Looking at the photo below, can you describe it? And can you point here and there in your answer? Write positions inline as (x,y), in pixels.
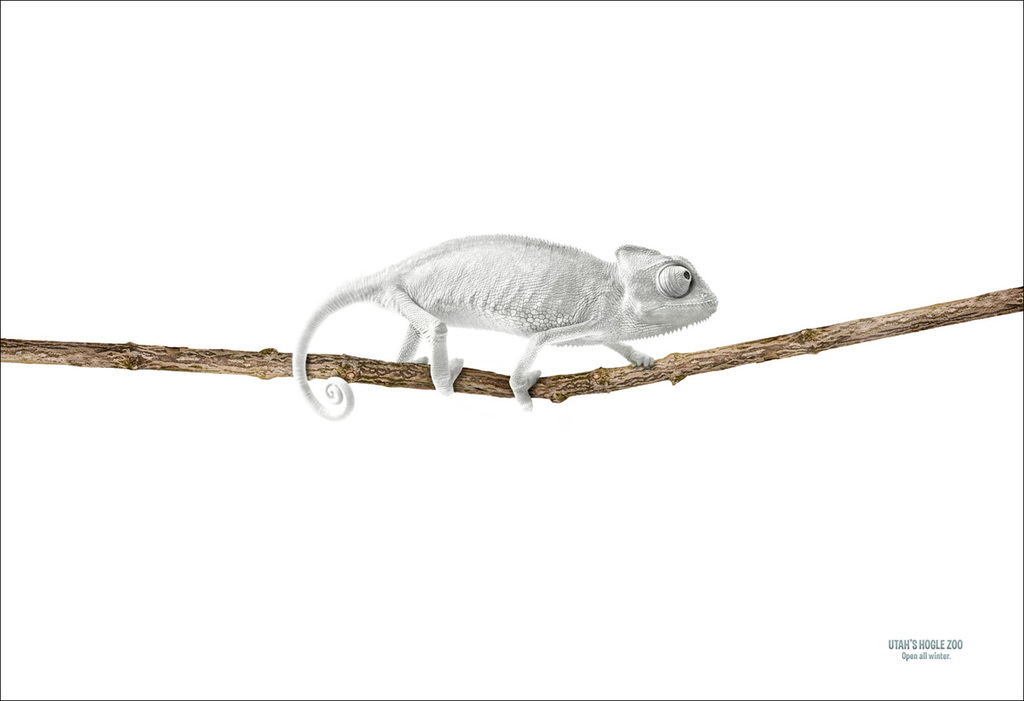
In the image there is a wooden stick (609,370) and on the wooden stick (382,374) there is a white chameleon (466,317).
